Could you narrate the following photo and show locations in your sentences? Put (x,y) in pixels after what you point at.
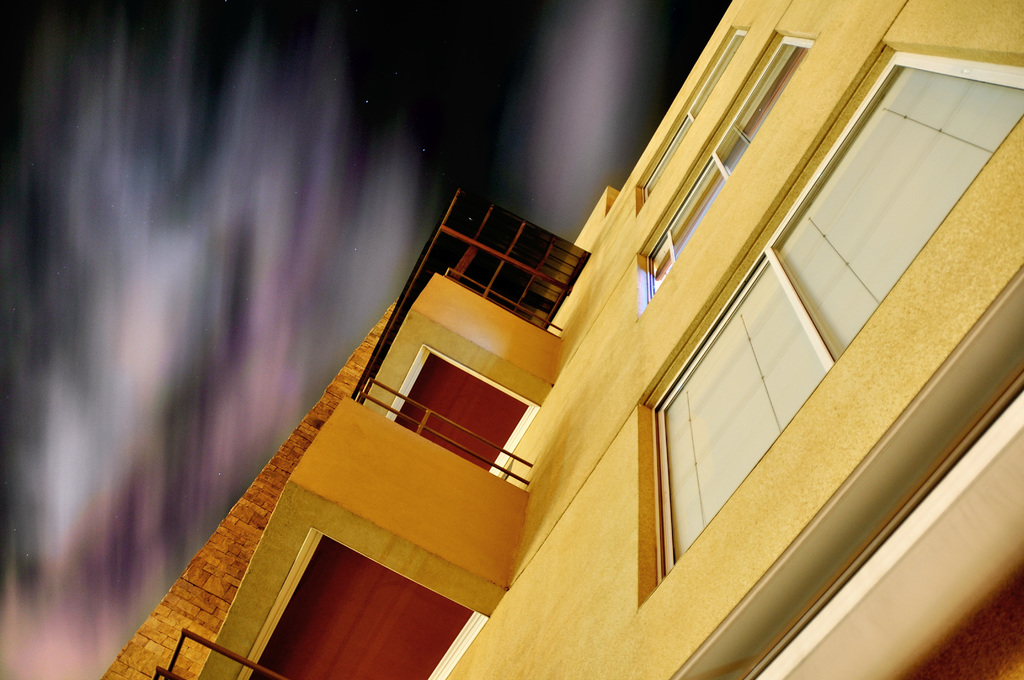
On the right side (1020,351), there is a building (624,422) having glass windows (721,74). And the background (606,116) is blurred.
